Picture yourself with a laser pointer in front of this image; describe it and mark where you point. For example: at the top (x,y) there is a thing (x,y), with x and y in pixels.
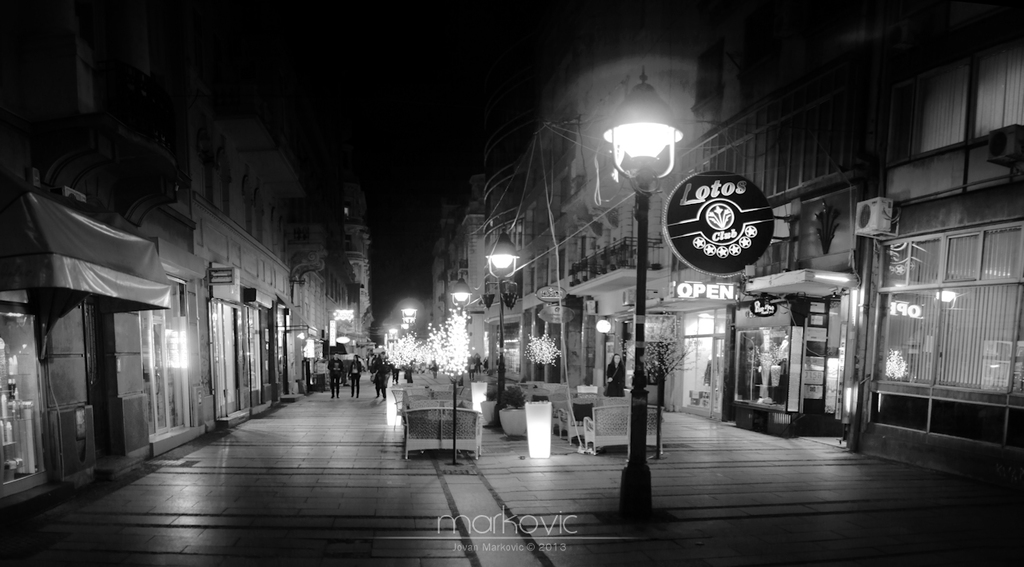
This picture is clicked outside. In the center (640,284) there are some lights (457,305) attached to the poles (505,281) and we can see the tables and the chairs (475,412) are placed on the ground (611,474). On the left (338,394) we can see the group of people (383,379) seems to be walking on the ground (363,447) and there are some buildings (532,271). In the background (409,72) there is a sky (421,56). At the bottom (524,518) there is a text (528,531) on the image.
